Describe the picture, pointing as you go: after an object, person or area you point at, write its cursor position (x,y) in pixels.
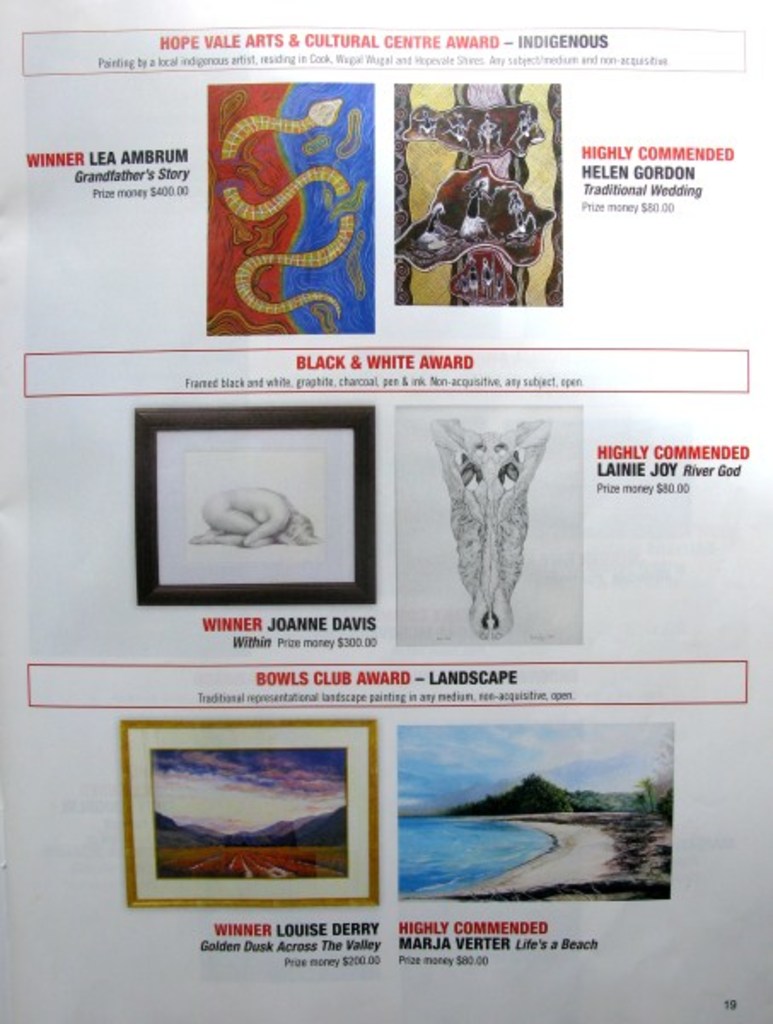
In this image there is a paper (339,748) and on the paper (455,500) there are images (410,169) and there are texts (479,944).
